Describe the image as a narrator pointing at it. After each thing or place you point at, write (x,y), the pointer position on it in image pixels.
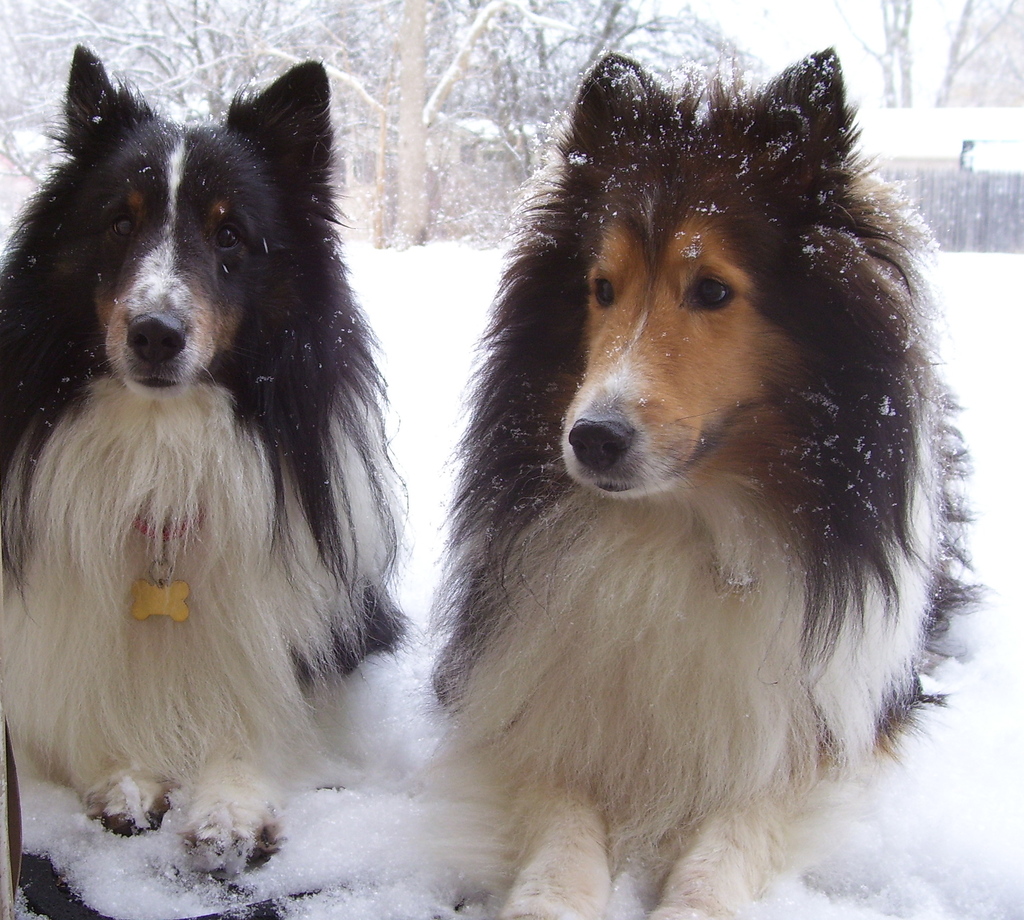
In this image we can see two dogs (219,512). There are many trees (549,15) in the image. There is a house (999,165) and a snow (899,866) in the image.
